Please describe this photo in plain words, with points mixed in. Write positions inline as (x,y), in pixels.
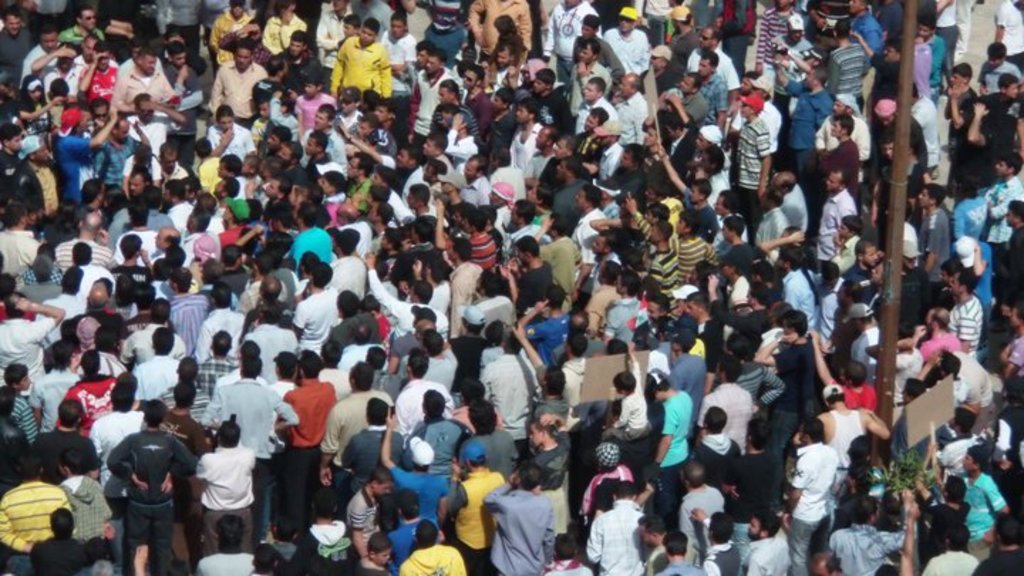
In this image we can see many people (562,267), some of them are holding placards (645,366), also we can see the pole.
